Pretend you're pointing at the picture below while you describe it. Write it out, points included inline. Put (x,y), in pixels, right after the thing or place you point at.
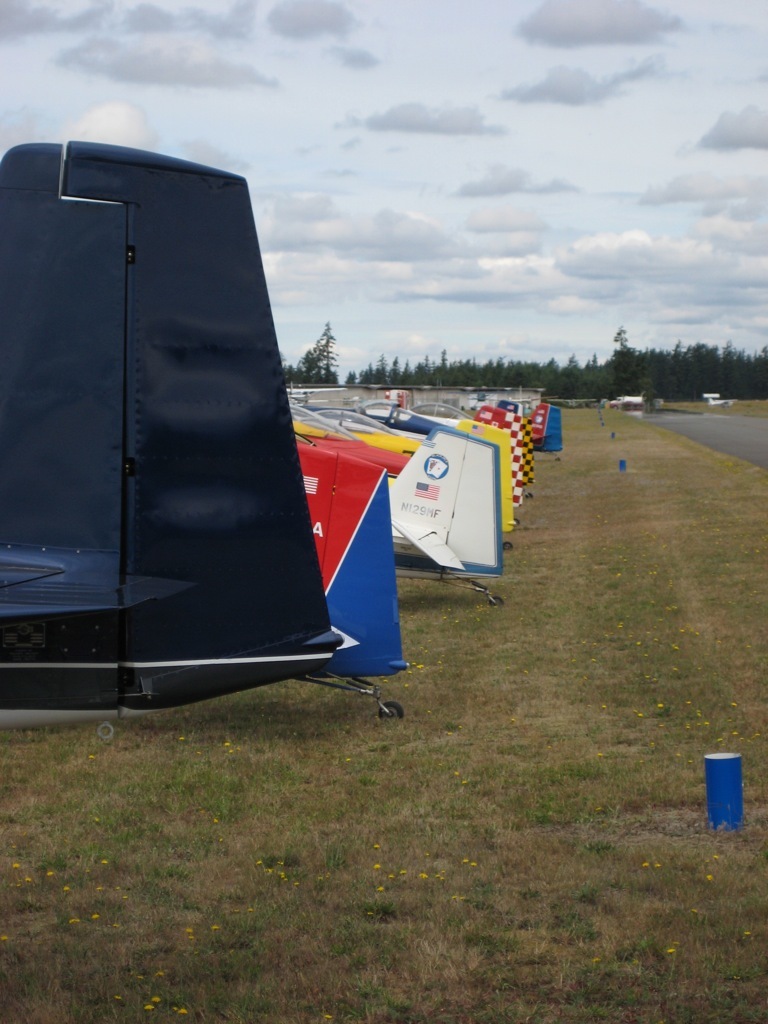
As we can see in the image there are planes (423,563), grass (575,568) and trees (461,369). At the top (423,103) there is sky (432,132) and clouds (429,209).
